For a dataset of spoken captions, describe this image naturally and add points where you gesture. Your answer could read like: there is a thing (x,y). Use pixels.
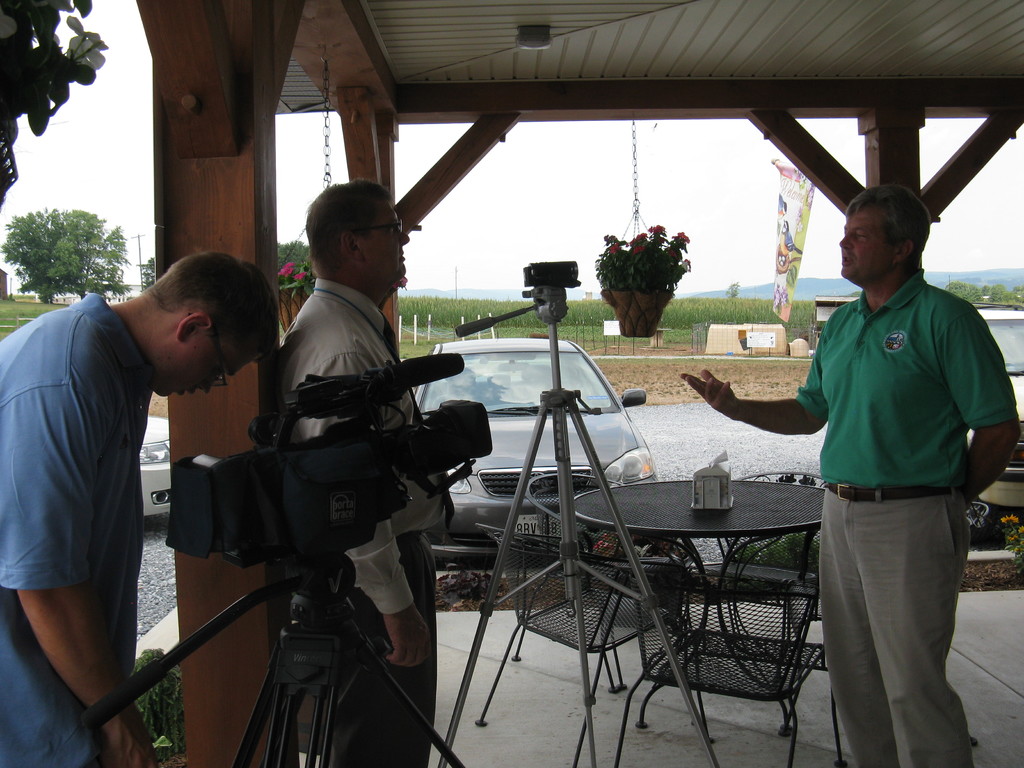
This image is taken in outdoors. In the left side of the image (43,715) a man (2,466) is standing and there is a camera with stand (298,657). In the right side of the image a man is standing on the floor (739,752) and talking. In the middle of the image (630,484) there are many things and a man (358,753) standing in front of pillar (276,372) and there is a car (501,348), a table (710,516) and few empty chairs (620,638). At the background (766,174) there are many trees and plants (748,314) and mountains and a sky (570,204). At the top of the image (658,13) there is a roof (693,75) and a flowers pot (628,277) which is hanged.
